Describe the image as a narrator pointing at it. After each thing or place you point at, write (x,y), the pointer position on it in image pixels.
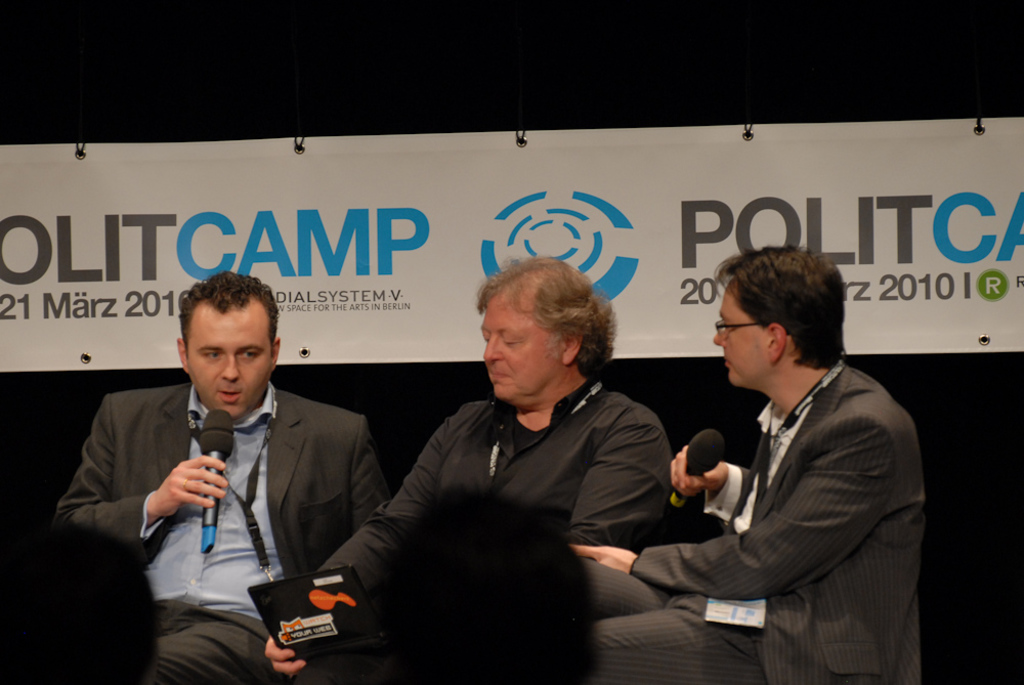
There are three persons (615,530) sitting on the chairs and they are holding mics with their hands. In the background (280,321) there is a banner (794,181).
